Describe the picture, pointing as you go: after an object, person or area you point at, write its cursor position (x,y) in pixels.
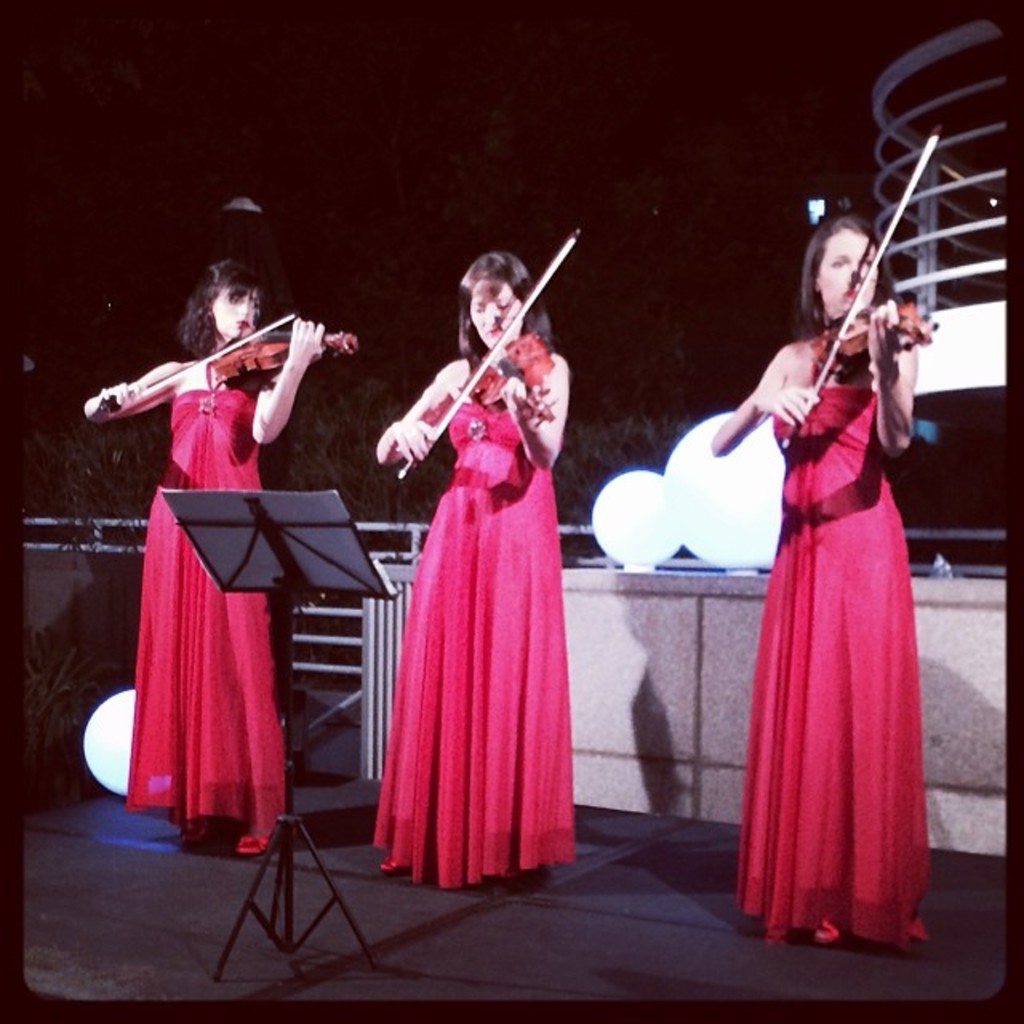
In this picture we can observe three women (493,508) playing violins (508,351) in their hands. All of them were wearing pink color dresses (482,733). In front of them there is a stand (225,591) on which we can observe a book (232,537). In the background (339,192) there are trees (558,459) and it is dark.
